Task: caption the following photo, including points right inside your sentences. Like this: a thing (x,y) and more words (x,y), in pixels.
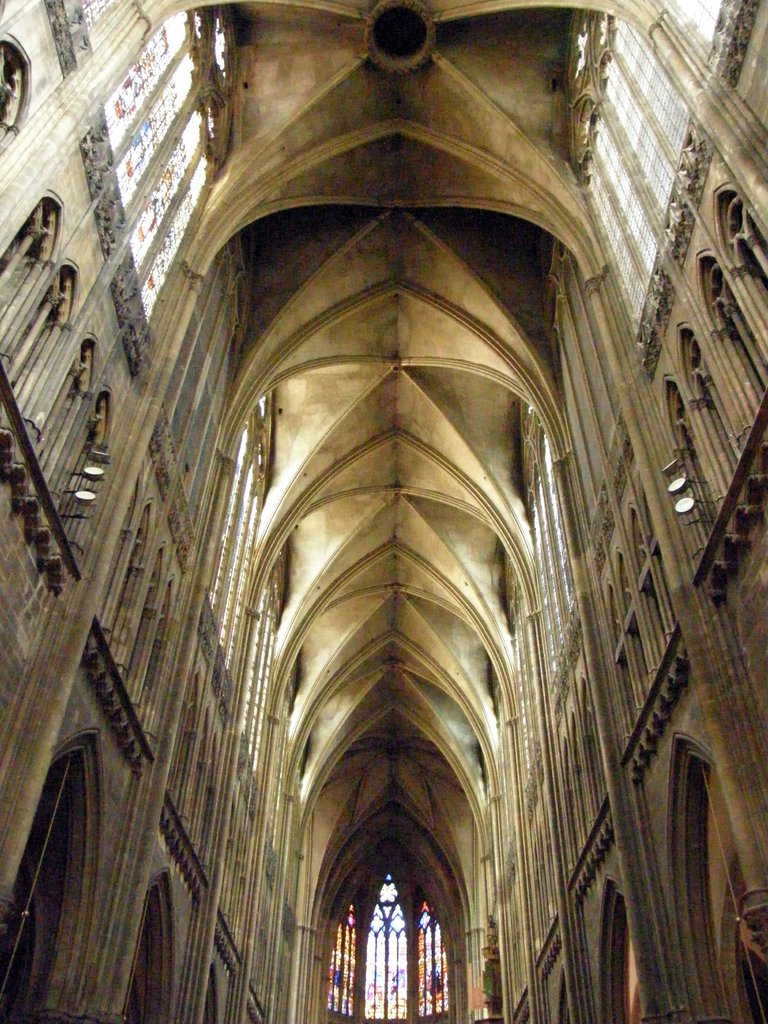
In this image we can see windows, doors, lights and wall (123,659).
